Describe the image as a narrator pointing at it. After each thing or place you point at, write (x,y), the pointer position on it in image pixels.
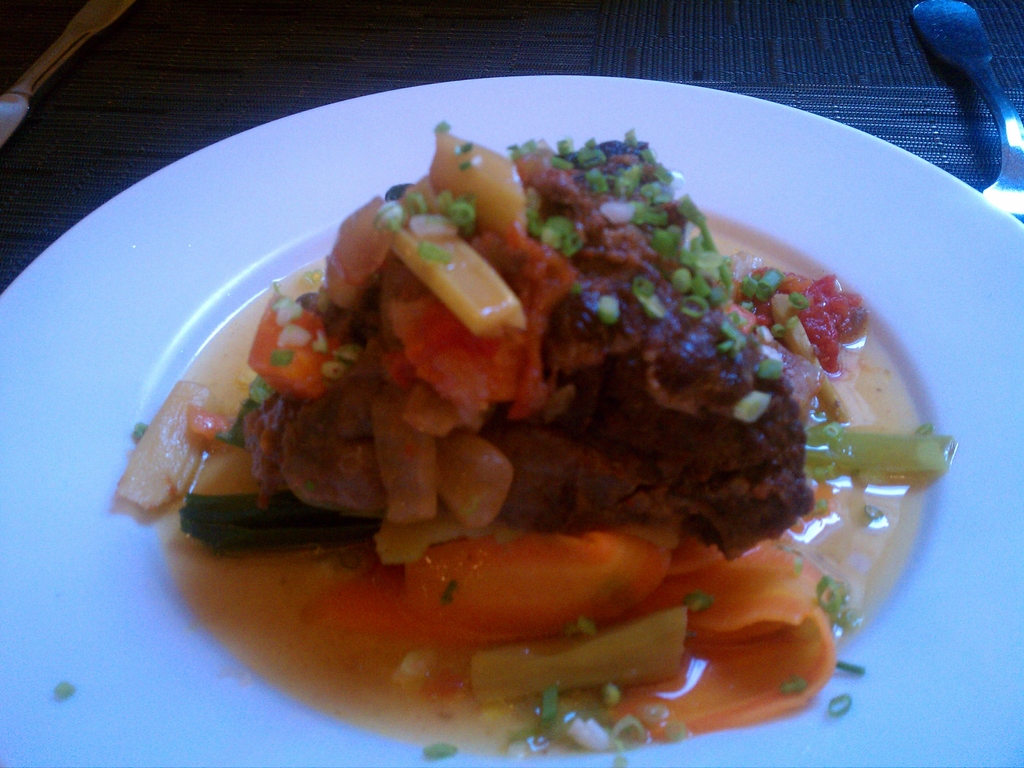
On the table (809,45) we can see plate (688,170) and spoon (984,61). In a plate (321,199) we can see vegetables (812,455), meat (635,475) and other food items (264,638).
